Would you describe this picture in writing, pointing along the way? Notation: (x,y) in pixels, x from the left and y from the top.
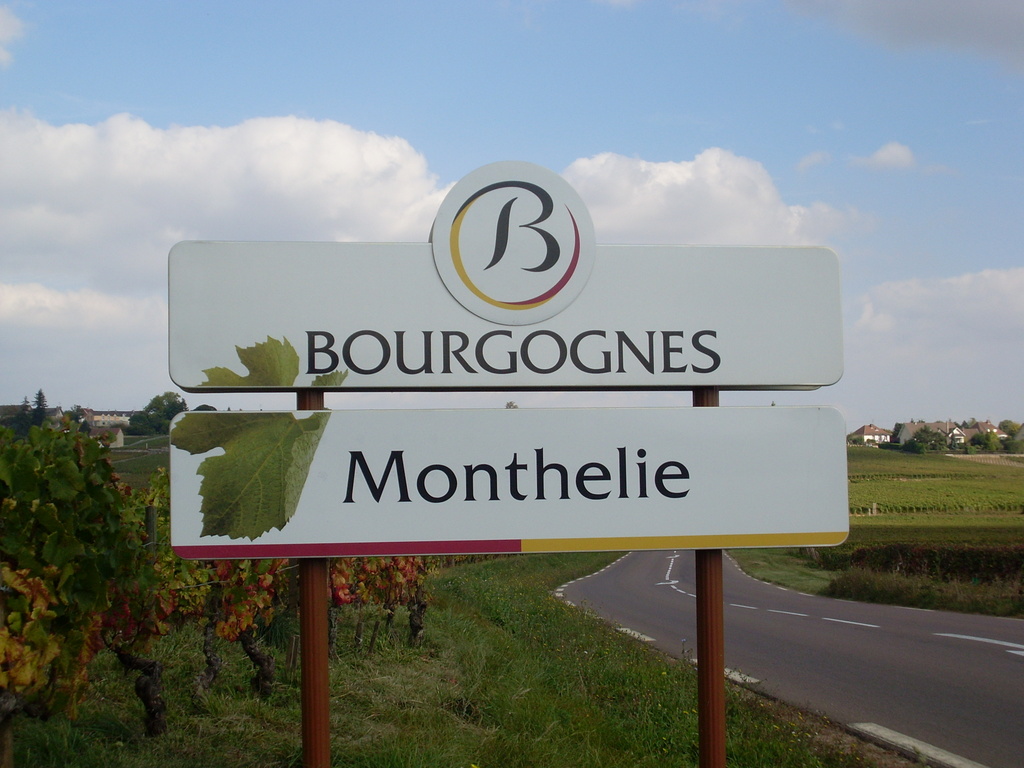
In this image we can see boards (449,479) with text (446,345) and emblem (515,306). And the boards (480,306) are on the poles (710,734). On the ground (642,659) there is grass (744,567). And there is a road (845,615). In the background (299,114) we can see sky (263,147) with clouds (254,200). Also there are buildings (953,435) and trees (927,435).
